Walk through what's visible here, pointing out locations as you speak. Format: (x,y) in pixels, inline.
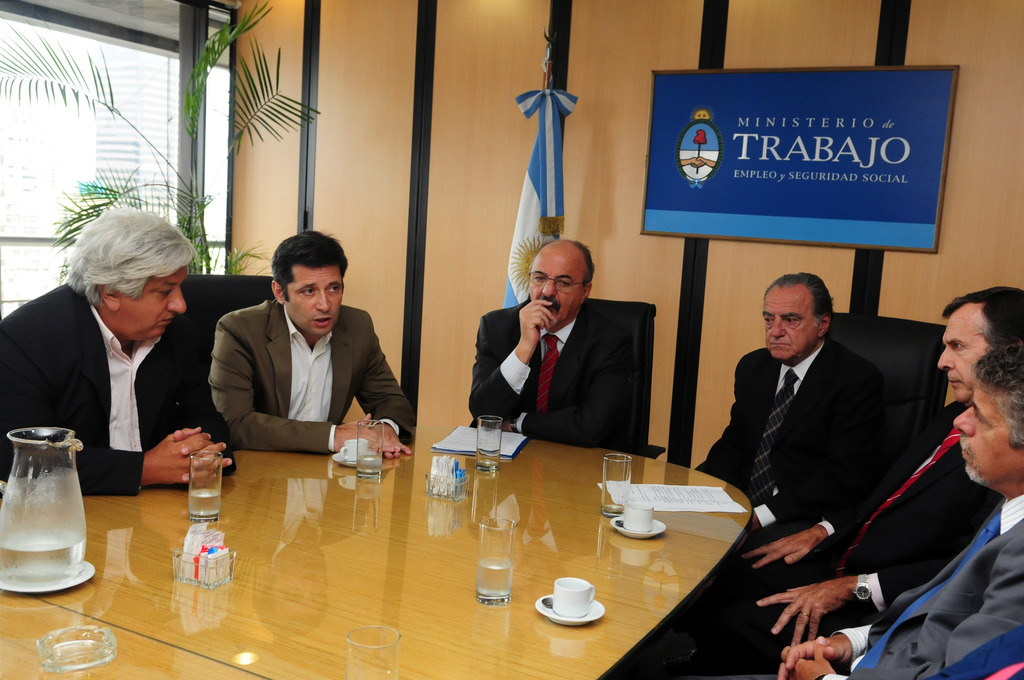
In this image I can see few people (66,353) are sitting on chairs (270,282) and I can see all of them are wearing formal dress (789,490). In the front of them I can see a table (672,545) and on it I can see two white colour papers (505,439), number of glasses (622,467), few cups (638,510), plates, a jug (19,469) and few other stuffs (198,569). In the background (340,191) I can see a plant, a flag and a blue colour board (673,95) on the wall (630,153). I can also see something is written on the board (741,72).
